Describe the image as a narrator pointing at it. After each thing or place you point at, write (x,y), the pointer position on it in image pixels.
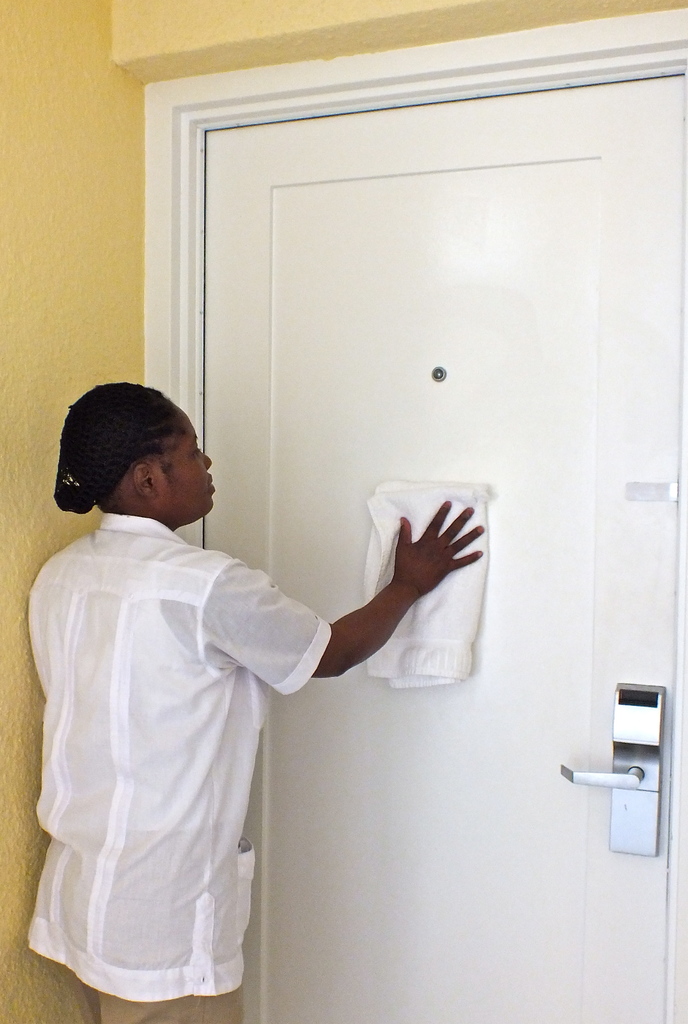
In this picture we can see a woman (171,626) wearing white shirt (228,764), standing in the front (226,876) and cleaning the white door (429,836) with a cloth (456,620). Above we can see the yellow wall (159,19).
